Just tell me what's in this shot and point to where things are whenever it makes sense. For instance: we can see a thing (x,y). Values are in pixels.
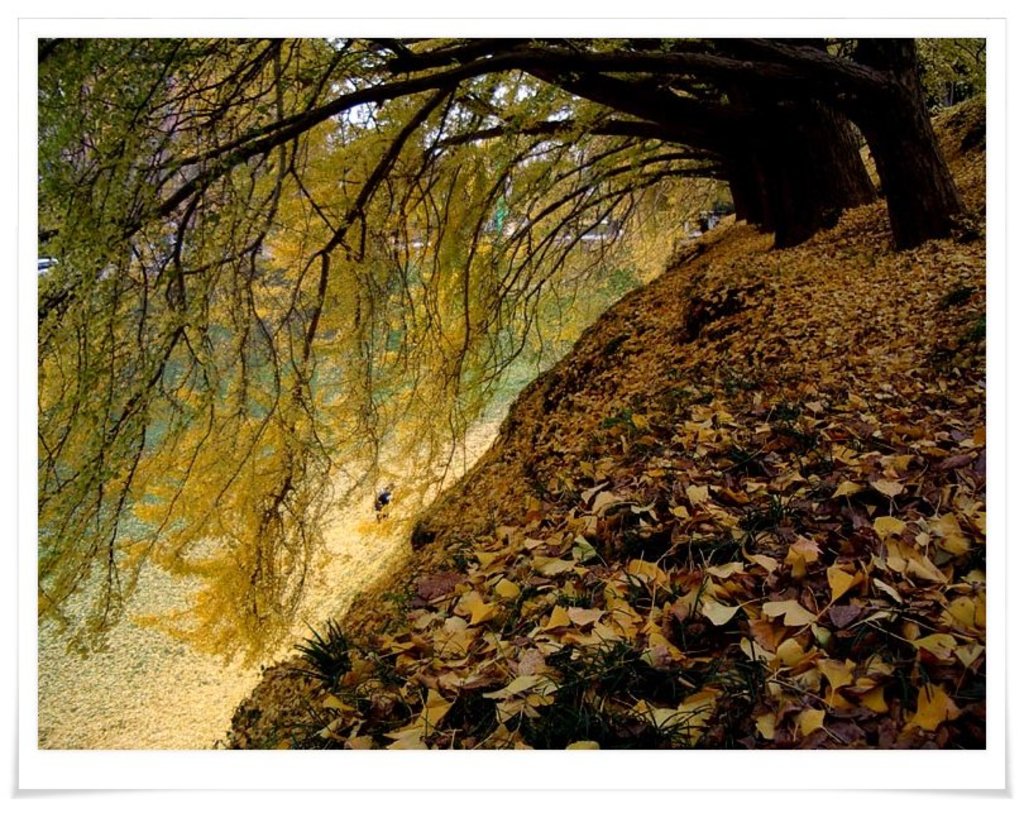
In this image, we can see trees (692,139) on the hill (809,367). There are dry leaves (733,500) in the bottom right of the image (896,638).
